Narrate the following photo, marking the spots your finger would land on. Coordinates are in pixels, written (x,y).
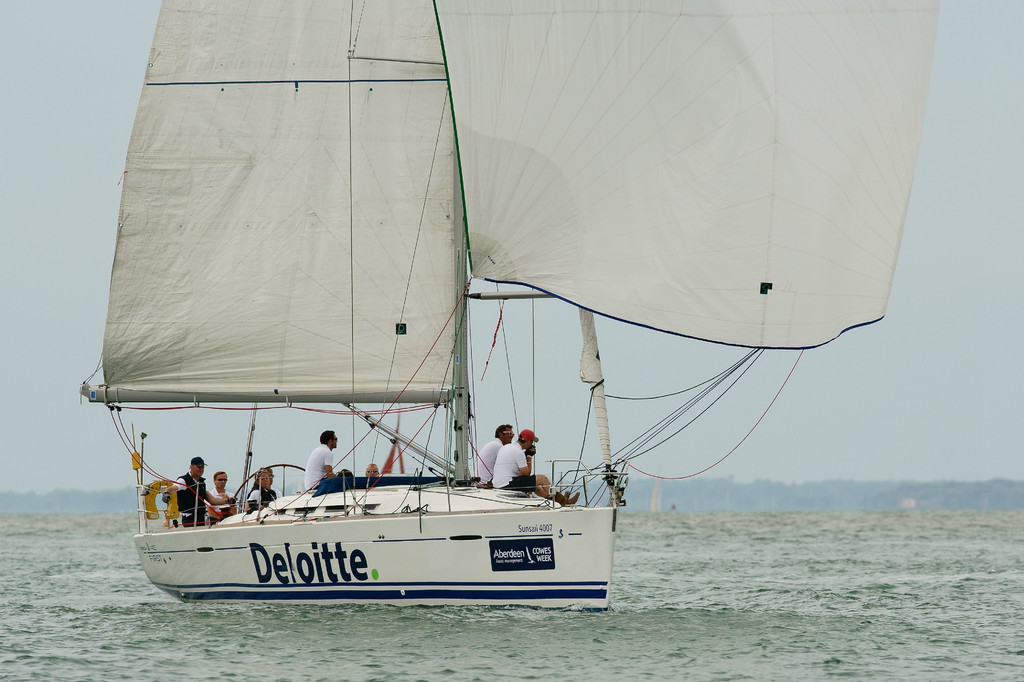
In this image we can see few persons (199,488) are sitting on the boat (321,491) on the water (258,633) and we can see sails (261,306) to the poles (185,400) and strings (322,409). In the background (37,426) we can see trees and sky (434,415).
